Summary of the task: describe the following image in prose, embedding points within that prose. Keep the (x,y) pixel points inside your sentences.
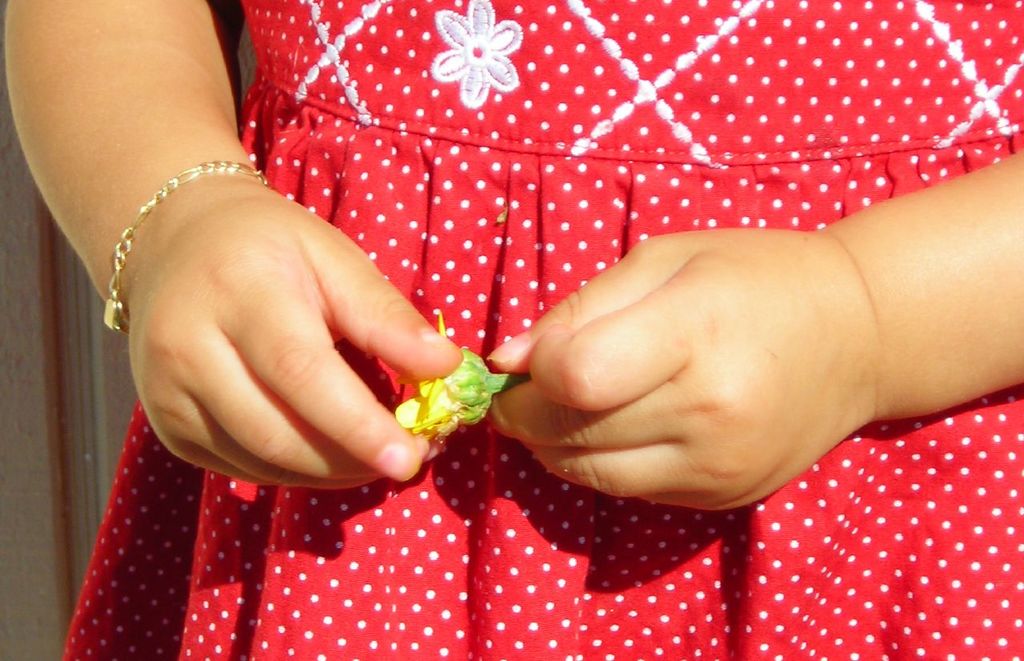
In this image I can see hands (379,418) of a person (494,409) is holding yellow and green colour thing (454,408). I can also see that person (132,263) is wearing bracelet (111,307) and red dress (522,162).
